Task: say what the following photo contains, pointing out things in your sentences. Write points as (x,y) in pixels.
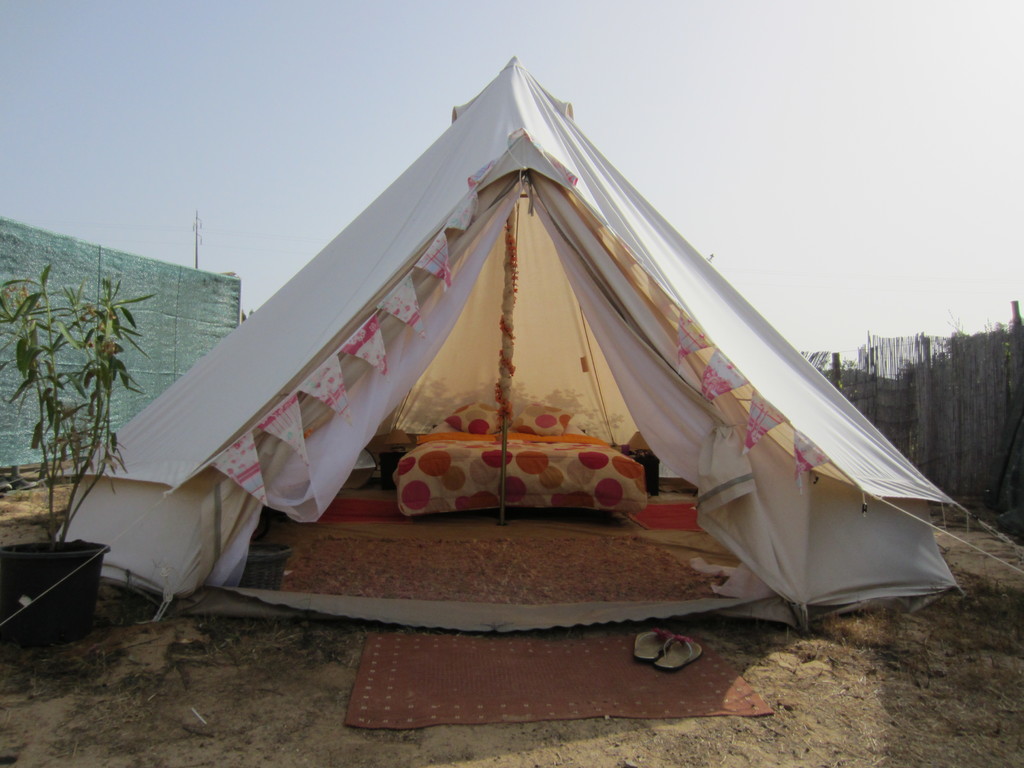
In this image we can see a tent (521,153). Inside the tent (503,147), we can see pole (502,443), bed (495,453), pillows (482,417) and carpet (475,566). At the bottom of the image (509,687), we can see slippers (652,660) and door mat (449,695) on the land (791,651). There is a potted plant (51,539) on the left side of the image (32,585). It seems like a green fence (189,335) in the background (194,297). There is a fence (956,414) on the right side of the image (950,402). At the top of the image (378,95), we can see the sky (276,53).
